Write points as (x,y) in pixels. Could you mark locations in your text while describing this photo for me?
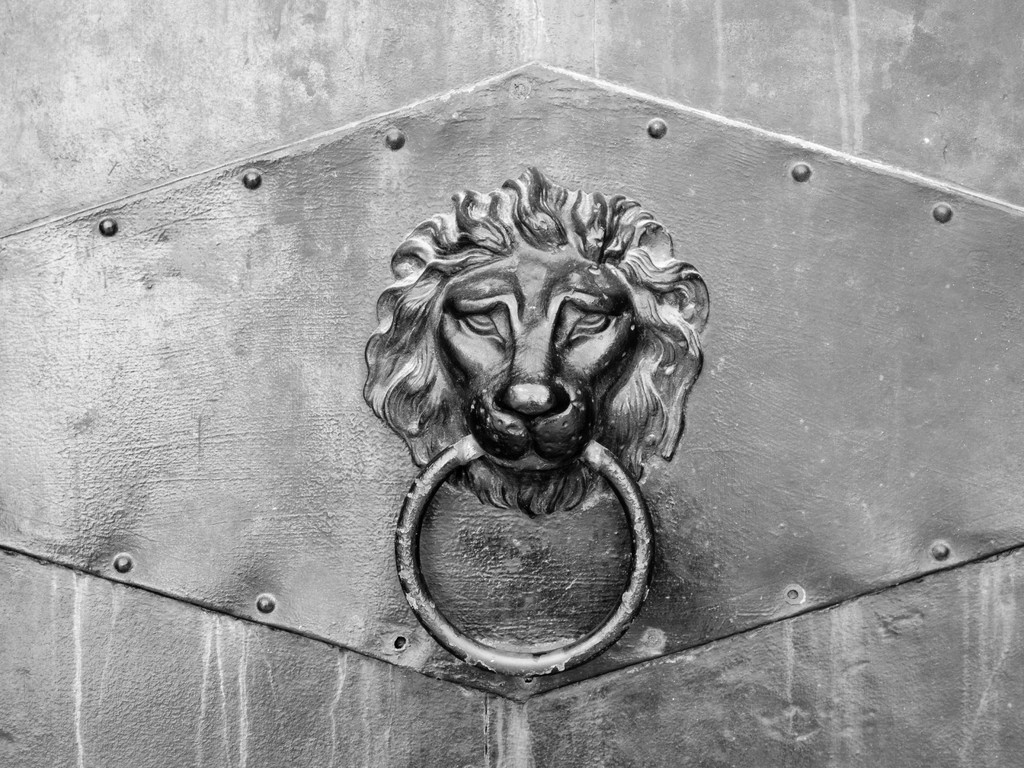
This is a black and white picture. This picture contains a door (300,378) and a door knocker (506,364) which is in the shape of the lion (588,480).
